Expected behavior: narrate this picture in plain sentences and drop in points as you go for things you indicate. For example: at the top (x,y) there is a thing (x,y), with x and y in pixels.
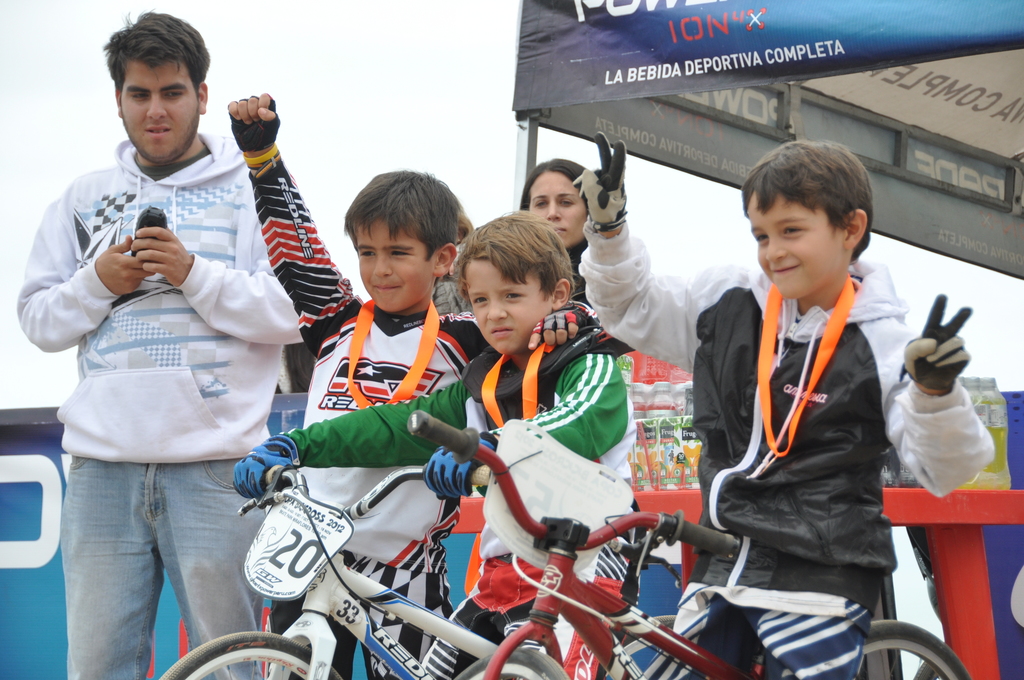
In this picture we can see three boys (511,303) wearing the jackets (554,415) and the medals (364,318) on the bicycle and the guy (54,221) beside them is wearing a white color hoodie (224,162) and a lady (540,188) behind them.
